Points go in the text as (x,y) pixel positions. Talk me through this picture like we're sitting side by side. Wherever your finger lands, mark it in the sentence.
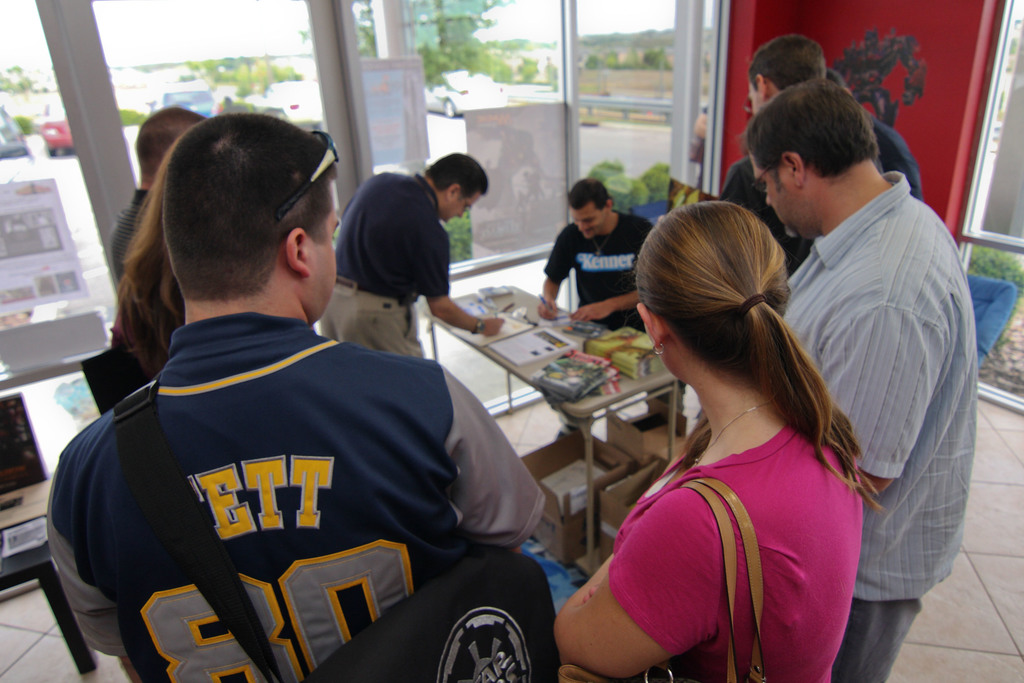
In this image we can see people (716,422) and there is a table (592,402). We can see things (614,362) placed on the table (585,413). In the background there is a board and we can see cardboard boxes (615,509). We can see trees (475,62), cars (464,83) and sky (263,56) through the glass doors (245,89).
